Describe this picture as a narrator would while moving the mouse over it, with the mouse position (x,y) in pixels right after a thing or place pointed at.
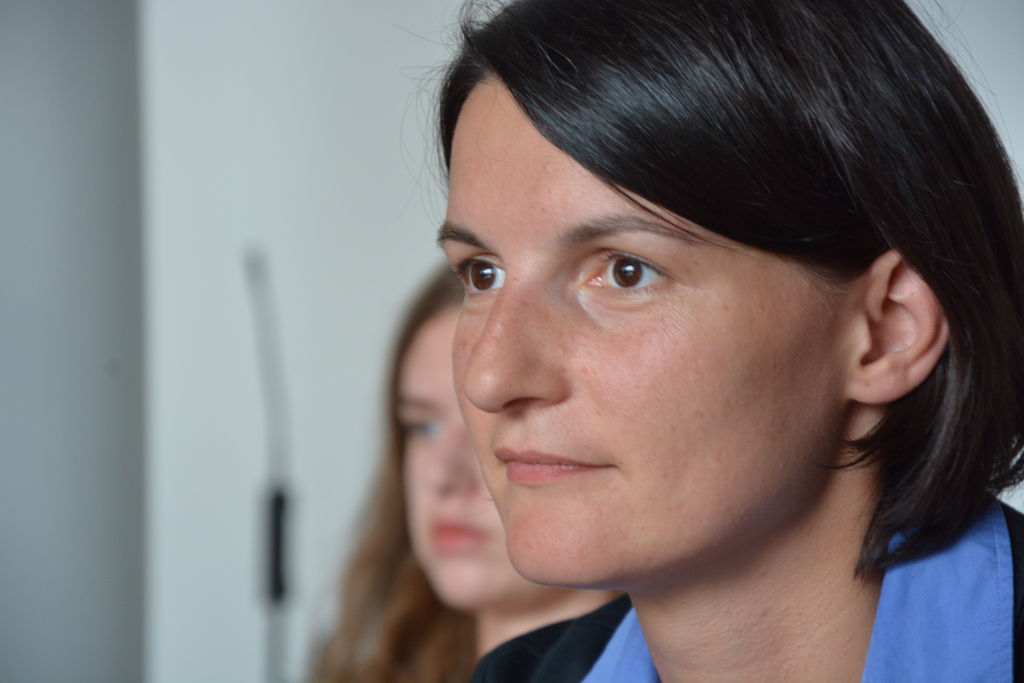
In this picture there are girls (530,302) in the image.
